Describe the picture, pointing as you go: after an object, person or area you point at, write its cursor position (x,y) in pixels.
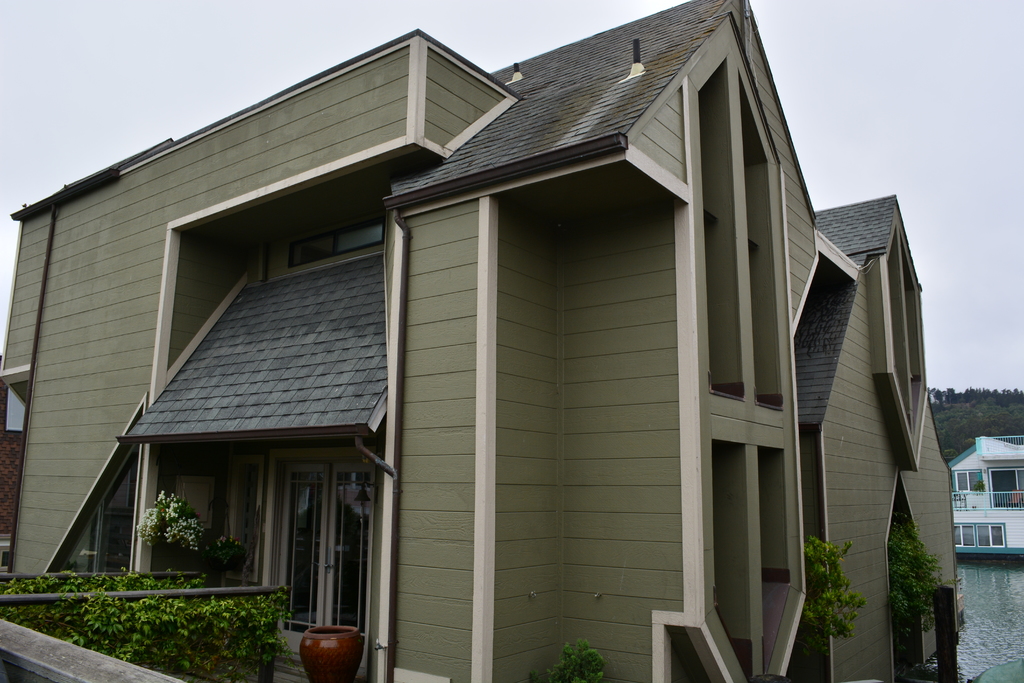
In this picture I can see there is a building (626,456) and it has few doors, plants (220,556) and windows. It looks like there is water (976,634) at right side (965,647) and there is another building (981,455) in the backdrop (965,411), there is a mountain (1009,422) with trees (994,412) and the sky (259,39) is cloudy.
